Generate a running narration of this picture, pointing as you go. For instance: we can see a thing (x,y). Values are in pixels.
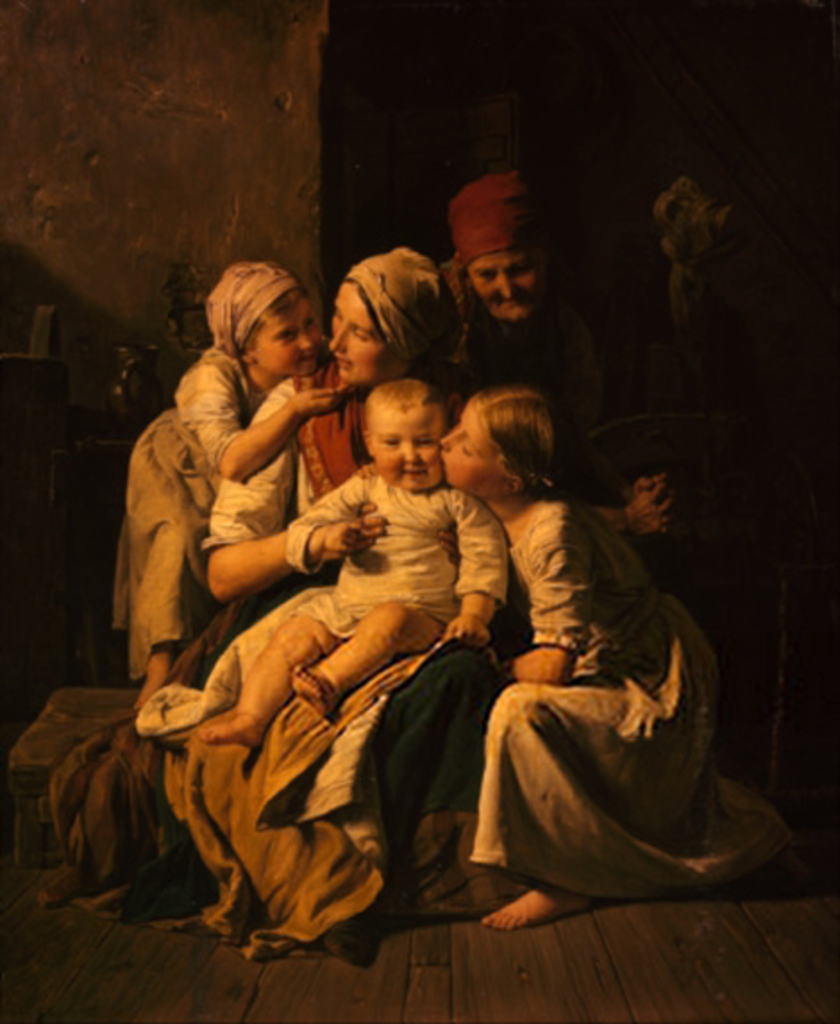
In this image we can see the painting (360,548) of two women's (382,360) and three kids (376,458).
